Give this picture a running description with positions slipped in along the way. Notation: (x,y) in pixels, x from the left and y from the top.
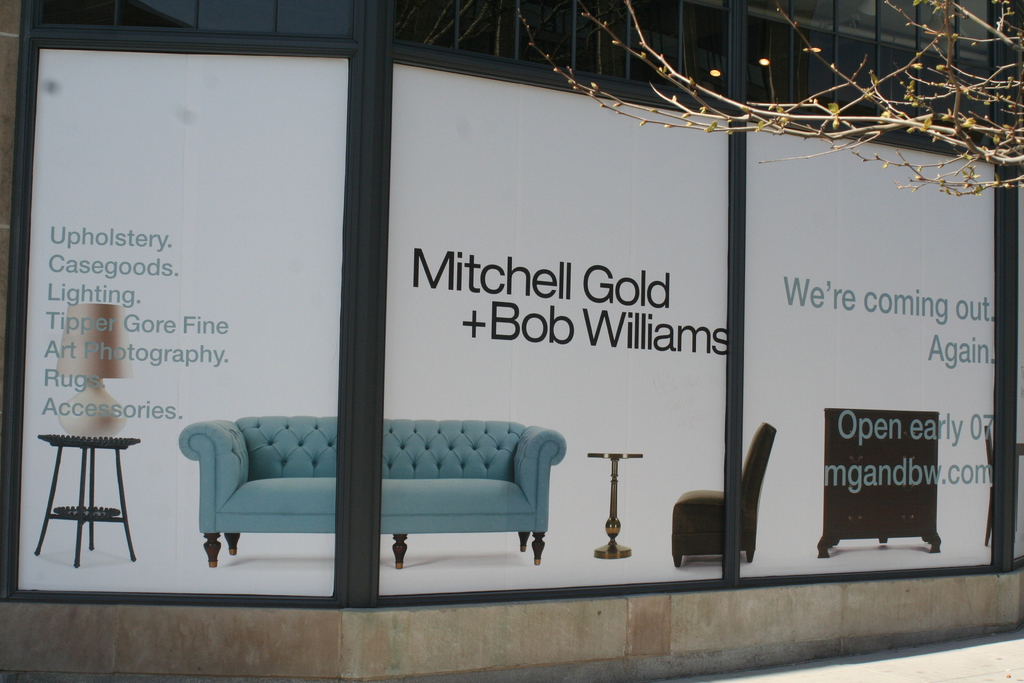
In this Image I see a building (36,8) on which there are boards (403,142) and I see a lamp (82,415) on a stool (131,441), a sofa (264,428), chair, another stool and a table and there are few words (974,313) on it and I see a tree (1012,149) over here.
